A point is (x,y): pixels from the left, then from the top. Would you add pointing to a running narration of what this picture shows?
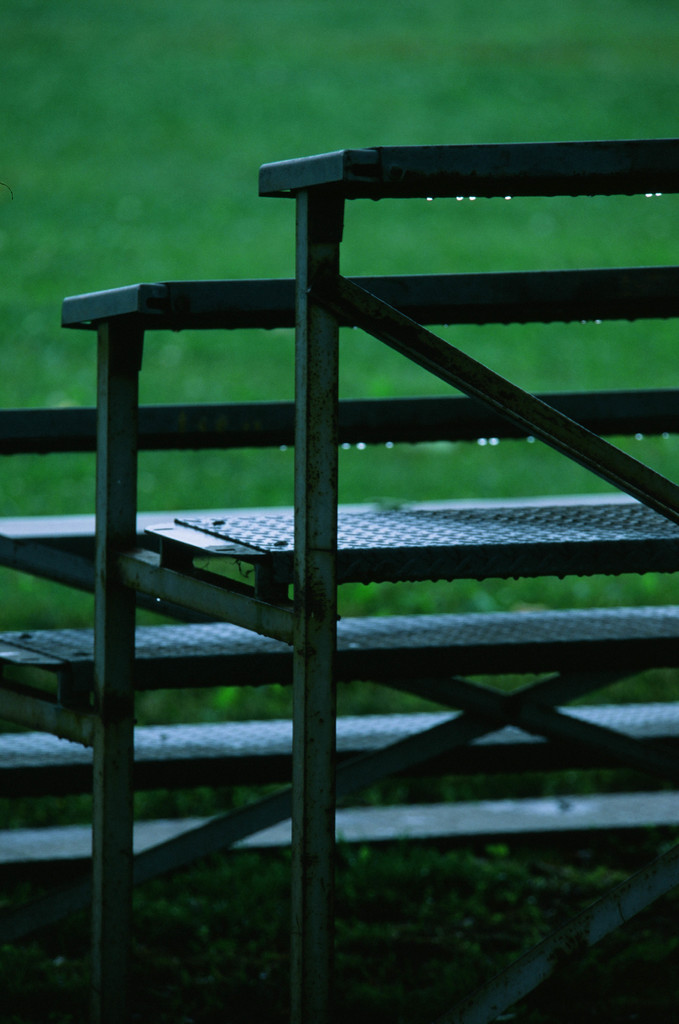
In this picture we can see steps (244,840) and this is grass (258,108).
